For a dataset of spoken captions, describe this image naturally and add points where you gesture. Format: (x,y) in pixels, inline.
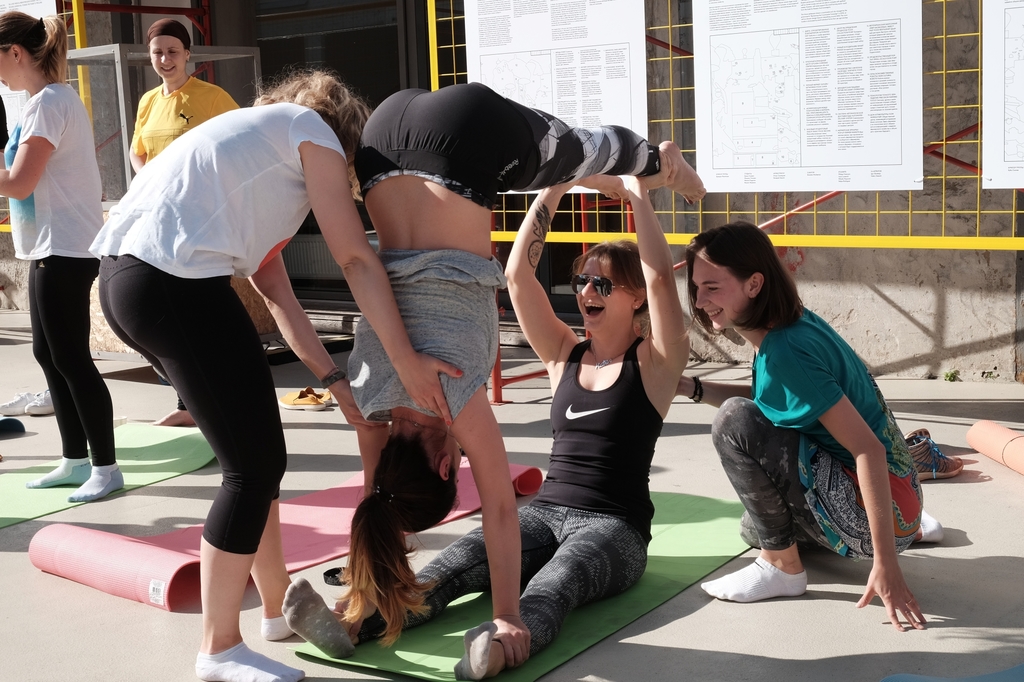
In this picture we can see a group of people (248,233), mats (186,468), footwear (925,462) on the floor (1003,468) and in the background (541,79) we can see boards (529,92), some objects (131,72).
